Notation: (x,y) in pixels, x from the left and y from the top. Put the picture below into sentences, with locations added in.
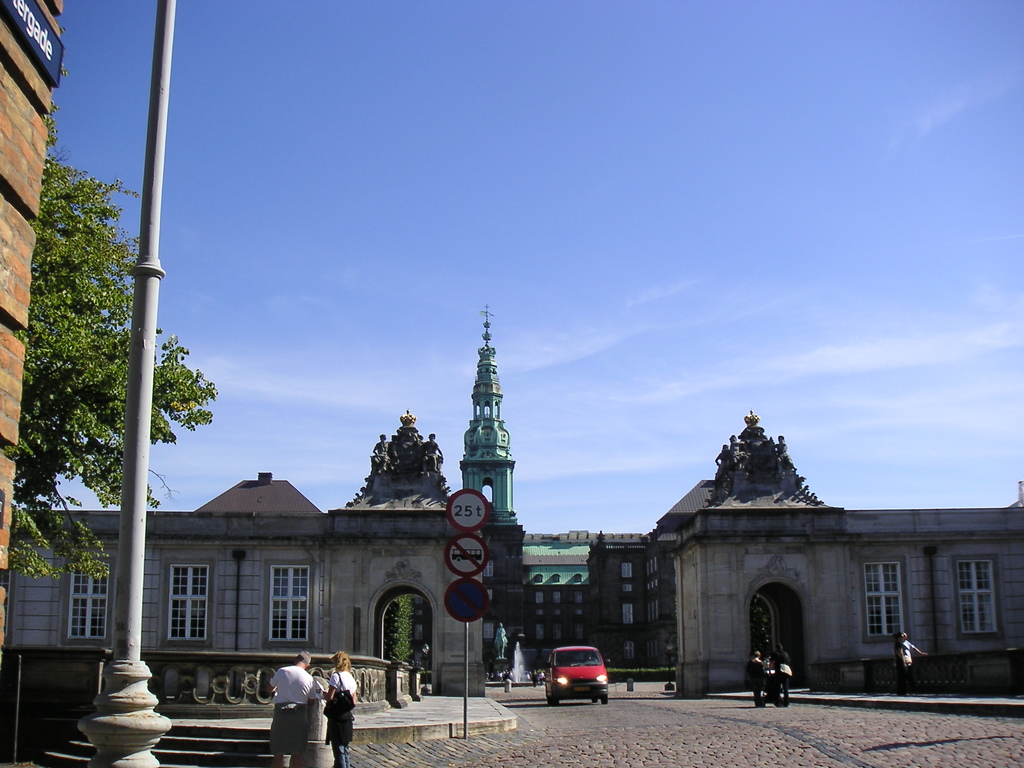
There is a pole (464,651), sign boards (459,523), vehicles (575,682), trees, people (277,711) and buildings (56,601) at the back (56,601).
